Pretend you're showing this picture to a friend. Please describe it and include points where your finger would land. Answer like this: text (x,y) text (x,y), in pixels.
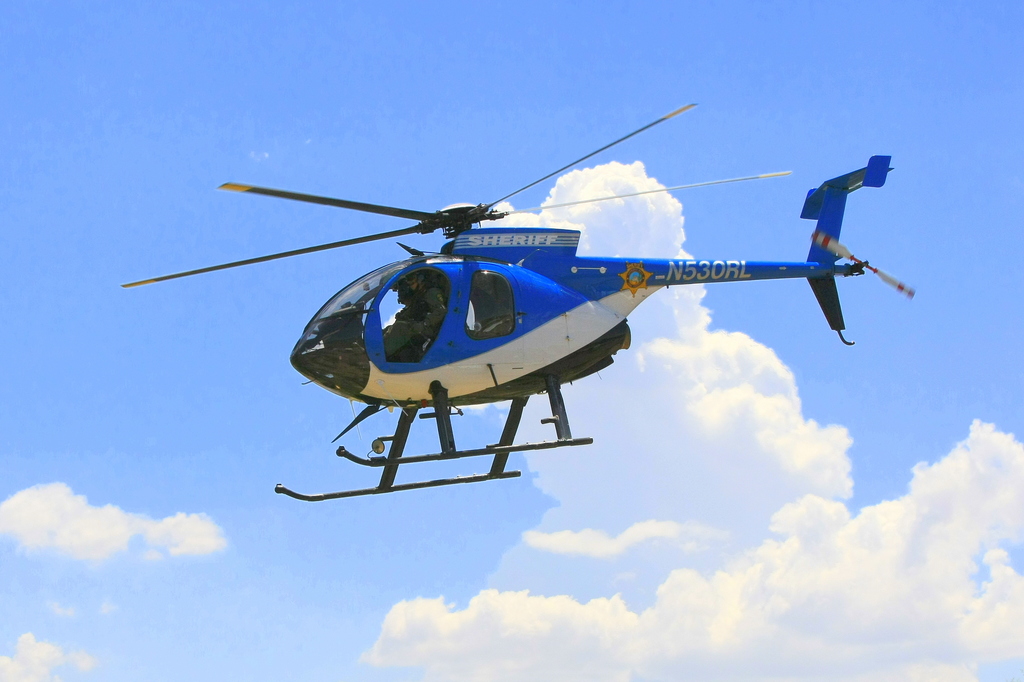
In this picture I can see a helicopter (313,356) flying, and in the background (647,407) there is the sky (826,407).
